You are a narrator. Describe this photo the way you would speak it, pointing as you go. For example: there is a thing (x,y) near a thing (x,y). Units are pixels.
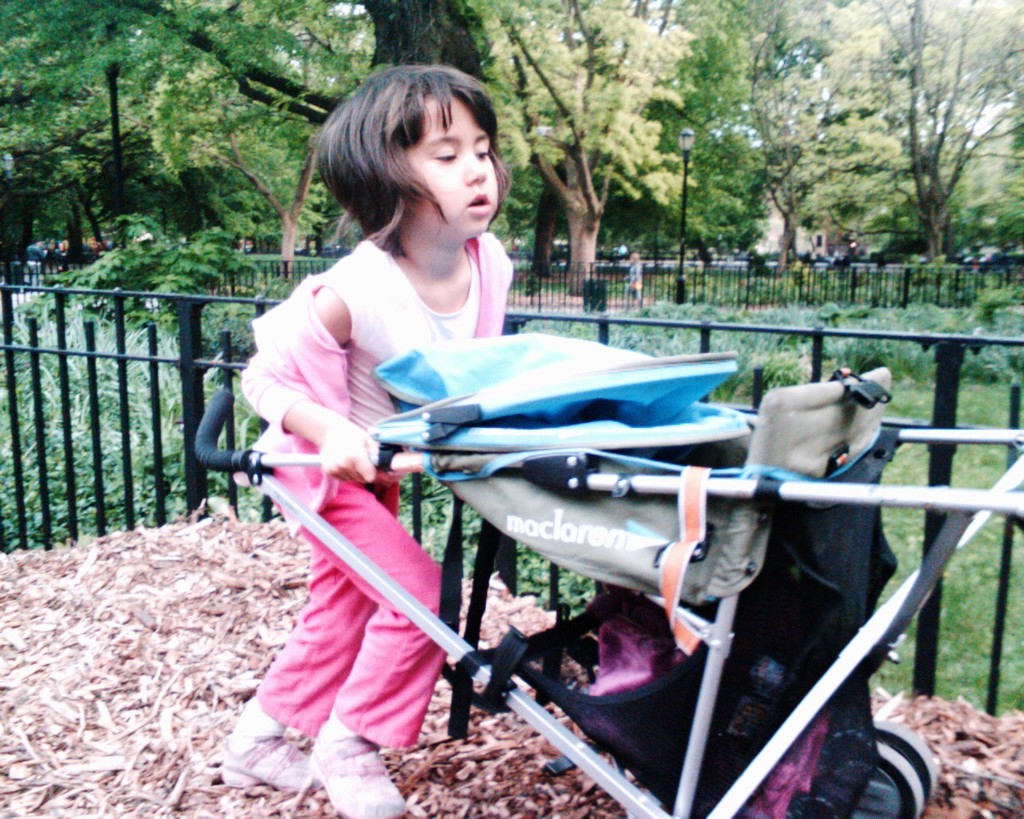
In this image we can see a girl (399,295) is pushing stroller (574,399) with her hands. In the background (793,348) we can see fences (664,326), plants (137,389), trees (19,177), a person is standing on the ground (58,604), building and sky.
